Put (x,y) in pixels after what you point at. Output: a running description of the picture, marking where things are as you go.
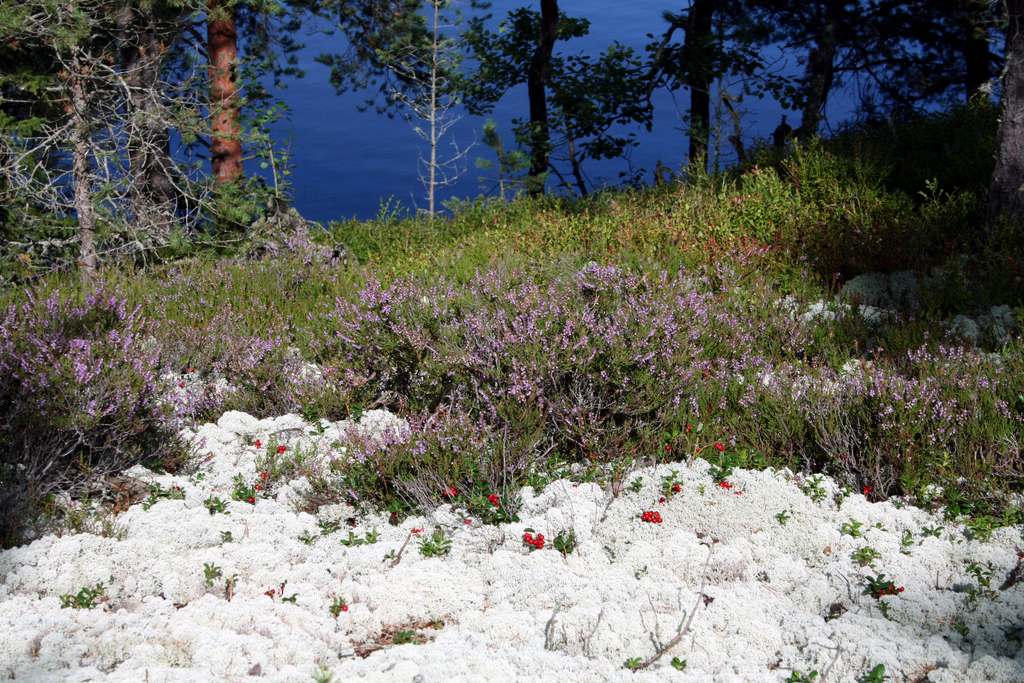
In this image we can see plants (376,258) and flowers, beside that we can see some fruits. And at the bottom (577,559) we can see an object (817,626) which looks like cotton (565,528). And at the top (19,150) we can see trees (559,111), beside that we can see water (394,183).
